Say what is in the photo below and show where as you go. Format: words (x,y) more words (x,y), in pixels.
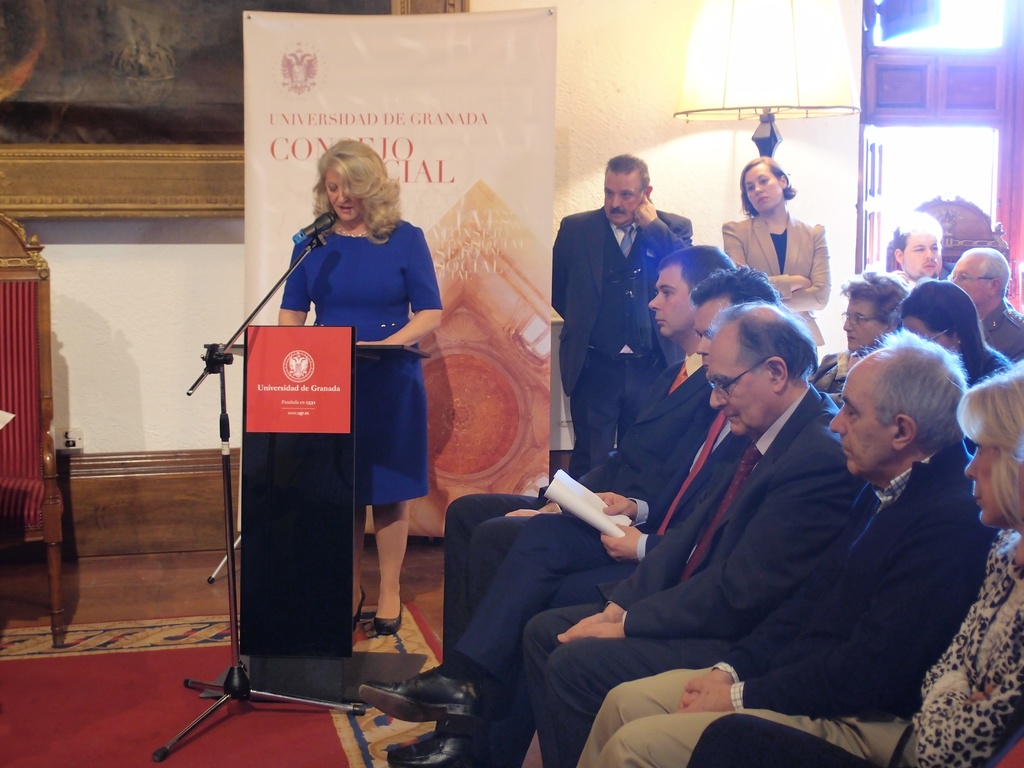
In the image there is a woman (339,281) standing in front of a table (332,363) and speaking something, behind her there is a banner (440,269) and beside the women (398,414) there are few people (982,316), in the background (697,143) there is a wall (682,165) and there is a frame (208,42) kept in front of the wall (844,138), on the right side (741,66) there is a lamp (779,107) and beside the lamp (757,69) there is a door (898,210).
